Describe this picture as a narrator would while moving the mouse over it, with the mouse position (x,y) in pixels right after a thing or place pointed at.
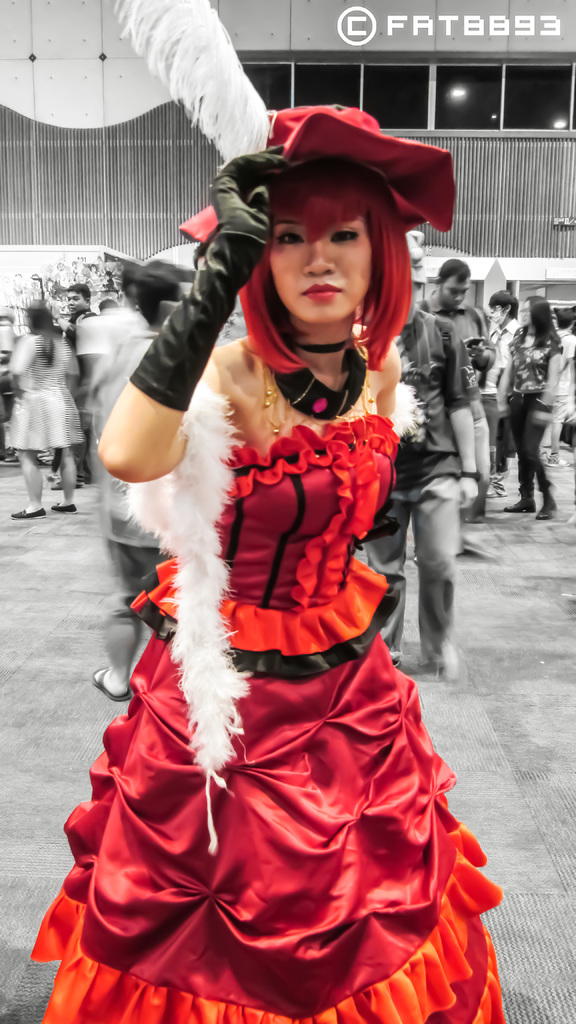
In this image we can see there are people (253,379) walking on the ground (417,622). And at the back (112,94) there is a building (289,84) with fence (121,146) and window (458,81).
